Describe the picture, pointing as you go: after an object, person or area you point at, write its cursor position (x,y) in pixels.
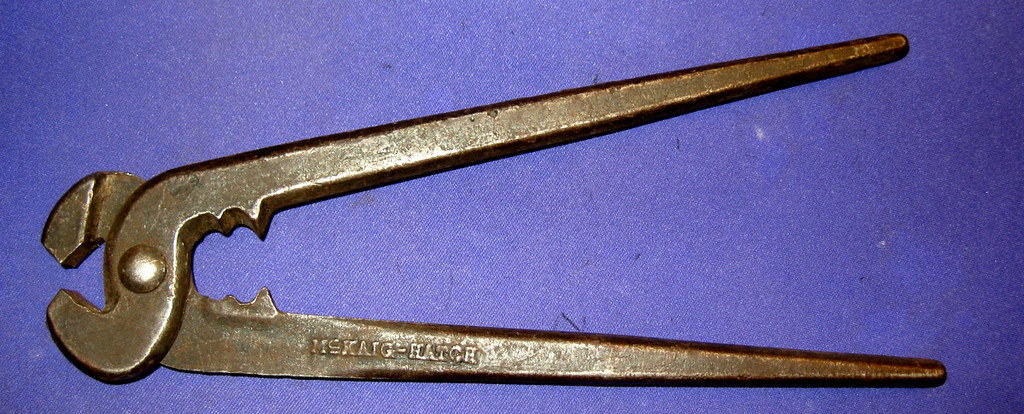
In this picture we can see a tool (305,355) on a violet surface (998,166).
